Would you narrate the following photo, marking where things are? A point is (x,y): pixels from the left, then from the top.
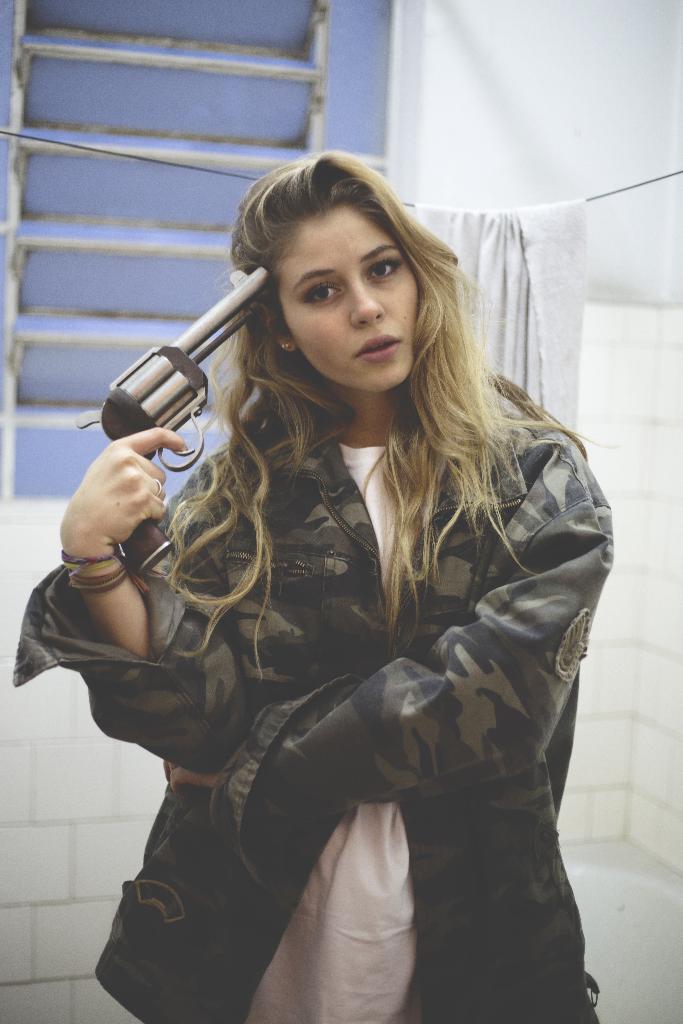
In this image I can see a woman (342,633) holding a gun (145,427). In the background (536,298), I can see a cloth (538,295) hanging on the wire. I can also see the wall (518,111).
